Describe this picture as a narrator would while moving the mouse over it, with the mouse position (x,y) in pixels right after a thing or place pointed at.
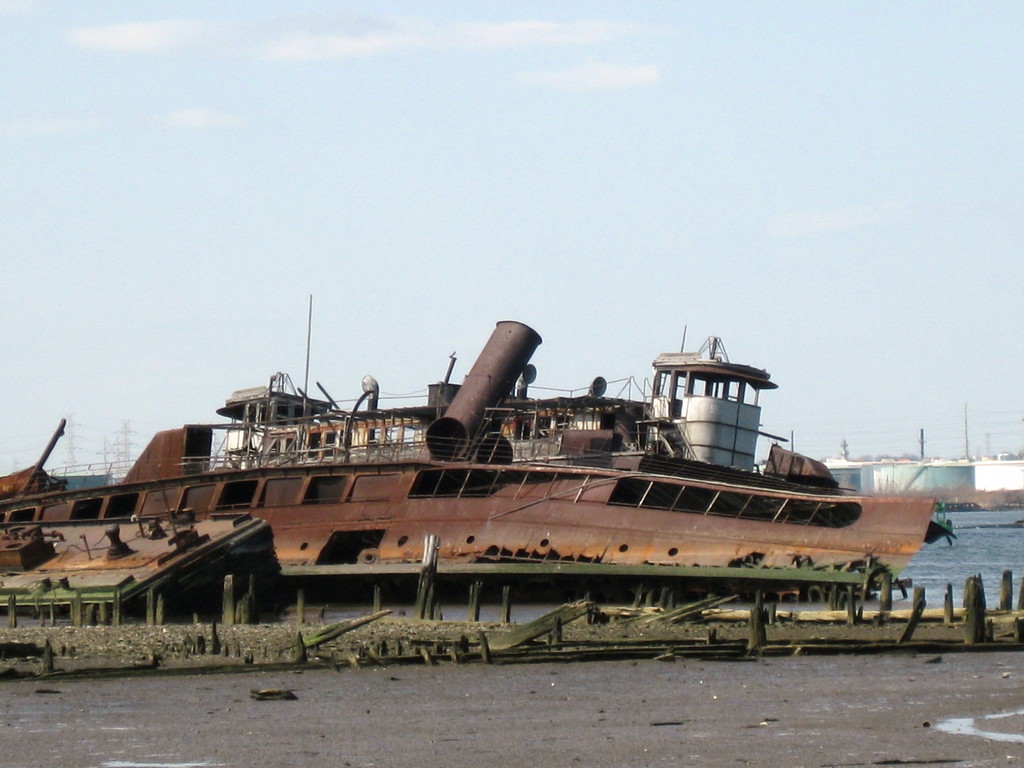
In this image I can see a ship (543,481) on the water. In the background (578,368) I can see poles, wires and the sky (538,183). Here I can see some other objects (330,639) on the ground (100,627).
